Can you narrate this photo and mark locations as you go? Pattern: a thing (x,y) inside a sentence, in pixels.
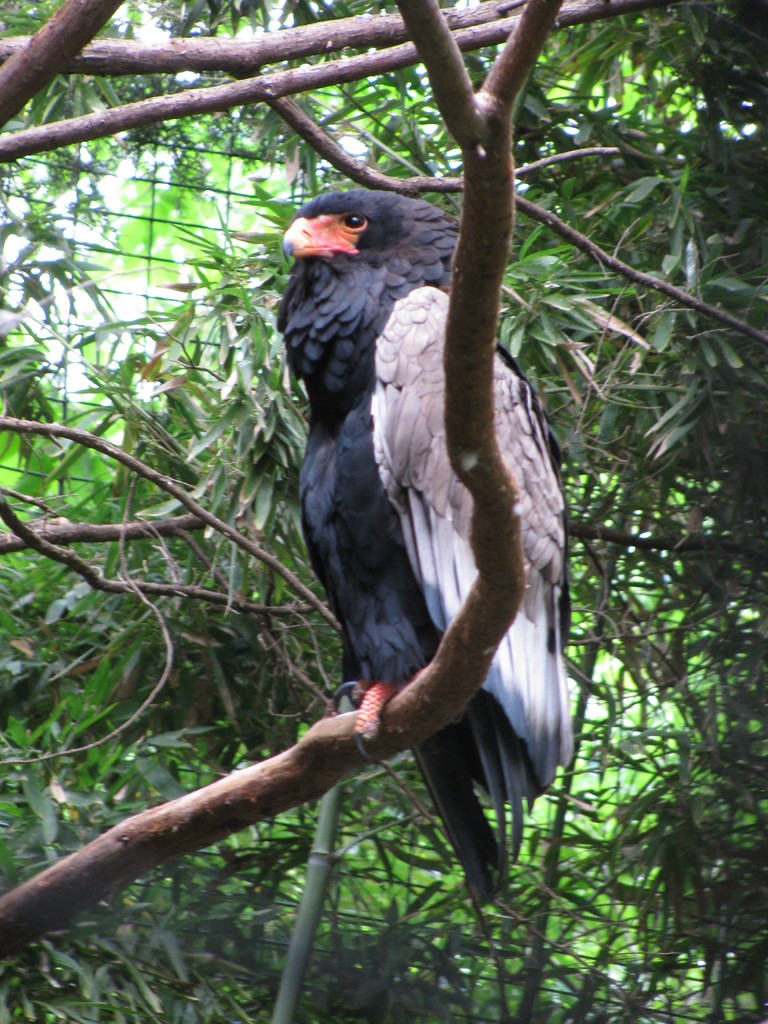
In this image in the center (376,613) there is one bird (372,470) on a branch (508,493) of a tree (75,874), and in the background (218,907) there are some trees (219,383).
